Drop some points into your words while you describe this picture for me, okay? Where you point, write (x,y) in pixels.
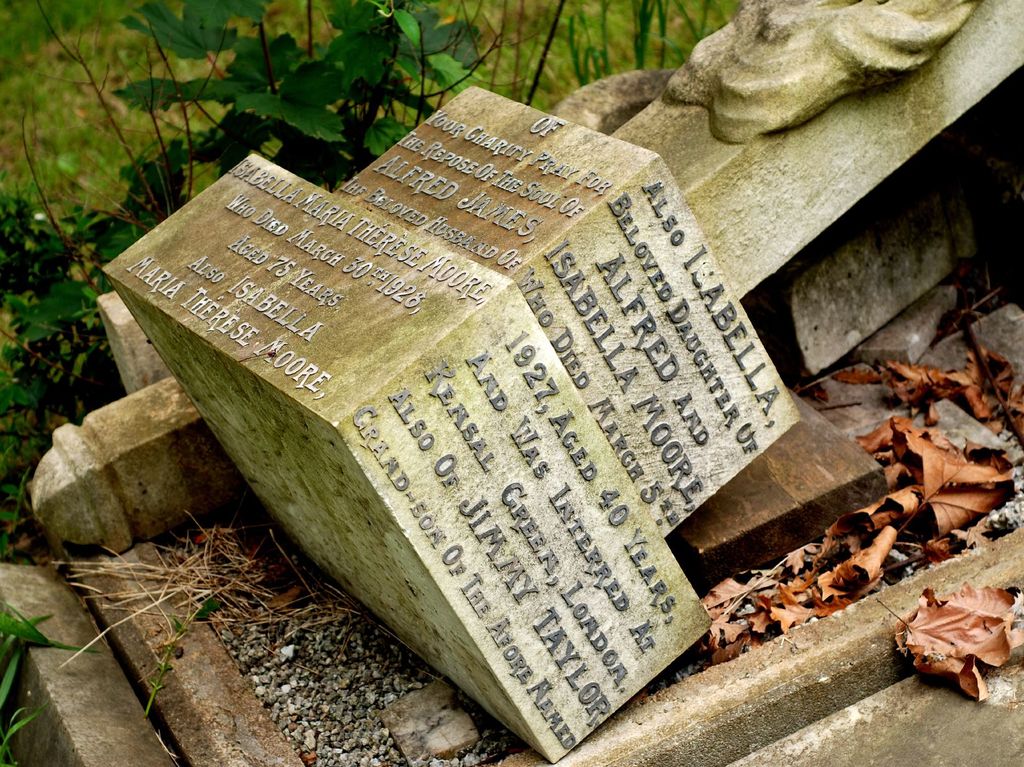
In the center of the image (594,349) a statue (625,350) is there. On the right side of the image (820,553) we can see dry leaves (885,528) are there. At the top of the image (277,79) we can see some plants (328,74), ground (68,41) are there.
